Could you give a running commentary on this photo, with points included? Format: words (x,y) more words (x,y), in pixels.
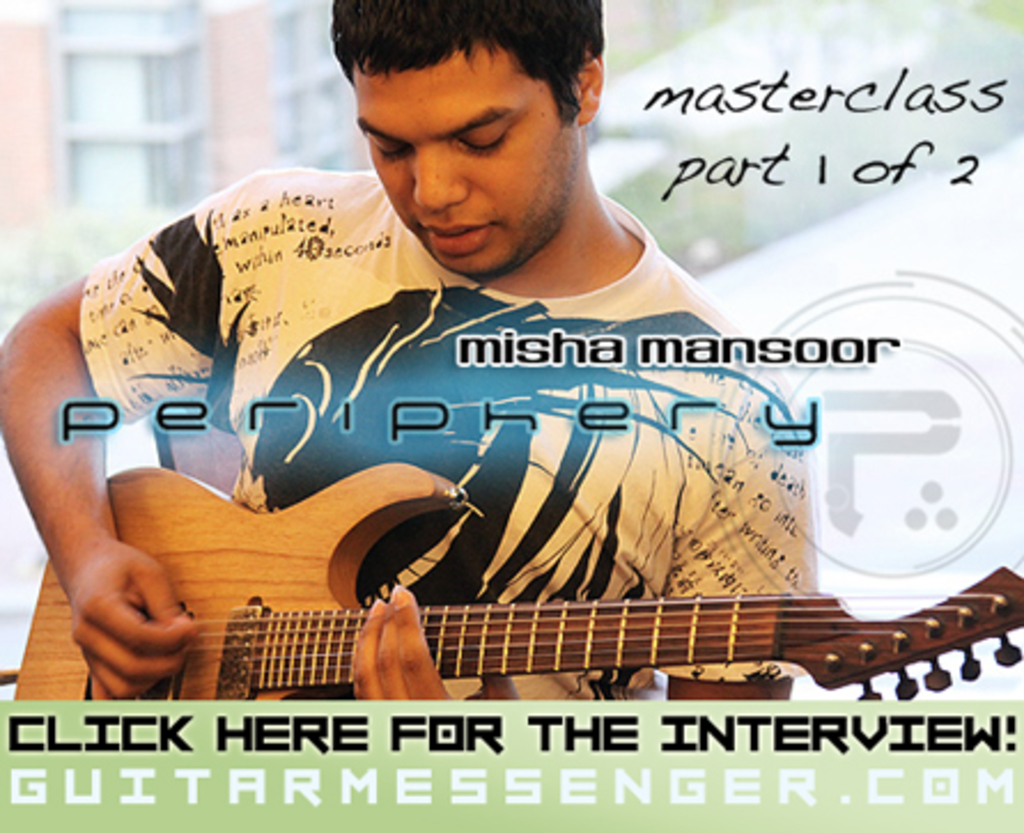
In this picture there is a man (413,580) playing a guitar (491,673). He is wearing a white t shirt (405,278). There are some text (735,80) on the picture.
